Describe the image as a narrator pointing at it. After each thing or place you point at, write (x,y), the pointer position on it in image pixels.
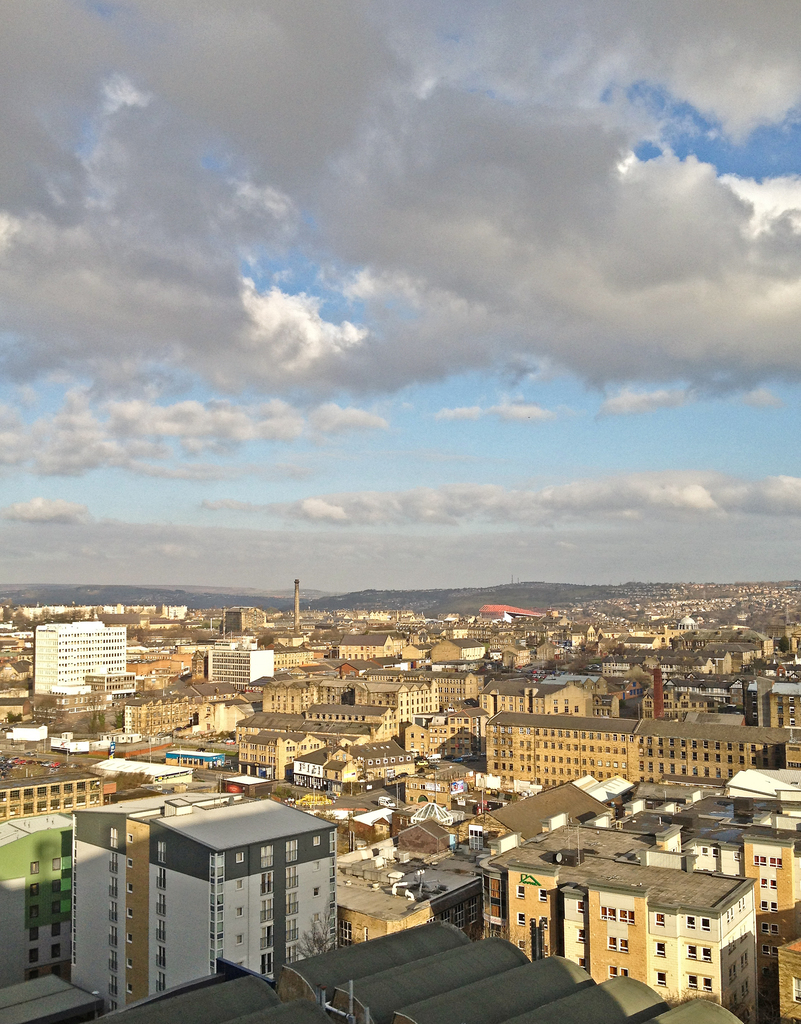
In this image, we can see some buildings (503,679). There are clouds (585,298) in the sky (427,406).
